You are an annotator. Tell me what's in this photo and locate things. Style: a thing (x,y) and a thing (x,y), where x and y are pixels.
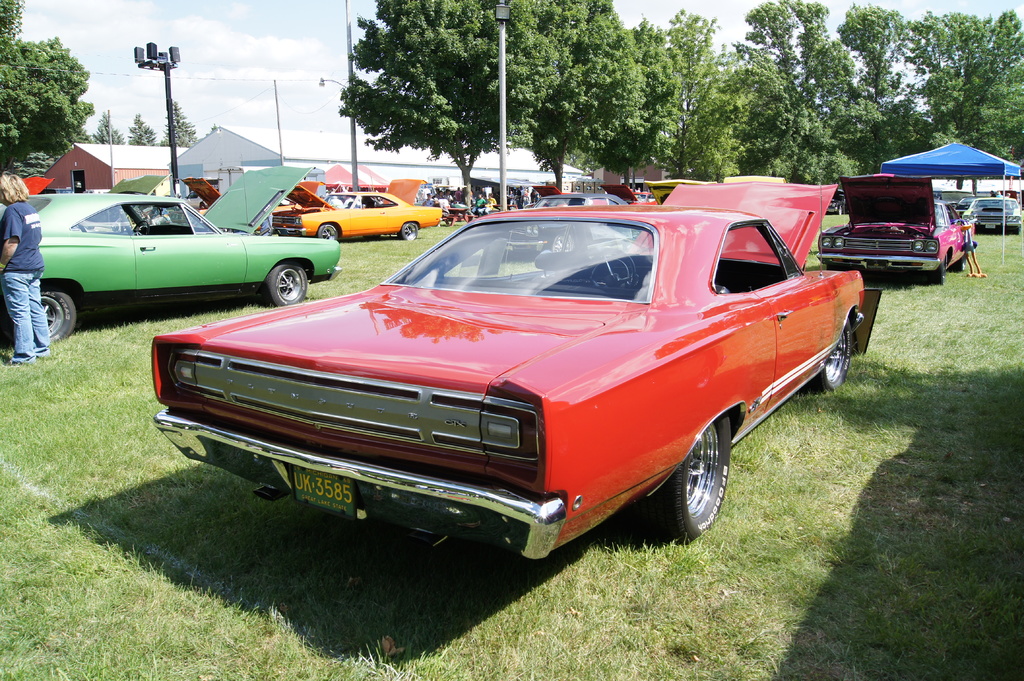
In the image there are many cars (719,270) on the ground (111,505). On the ground (312,294) there is grass (140,326). Behind the cars (332,318) there are poles (501,82) with lights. And also there are few people (4,272). Behind them there is a room (88,182) with roof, walls (65,167) and doors (74,182). In the background (566,149) there are trees (566,149). At the top of the image (318,54) there is sky (336,55).
